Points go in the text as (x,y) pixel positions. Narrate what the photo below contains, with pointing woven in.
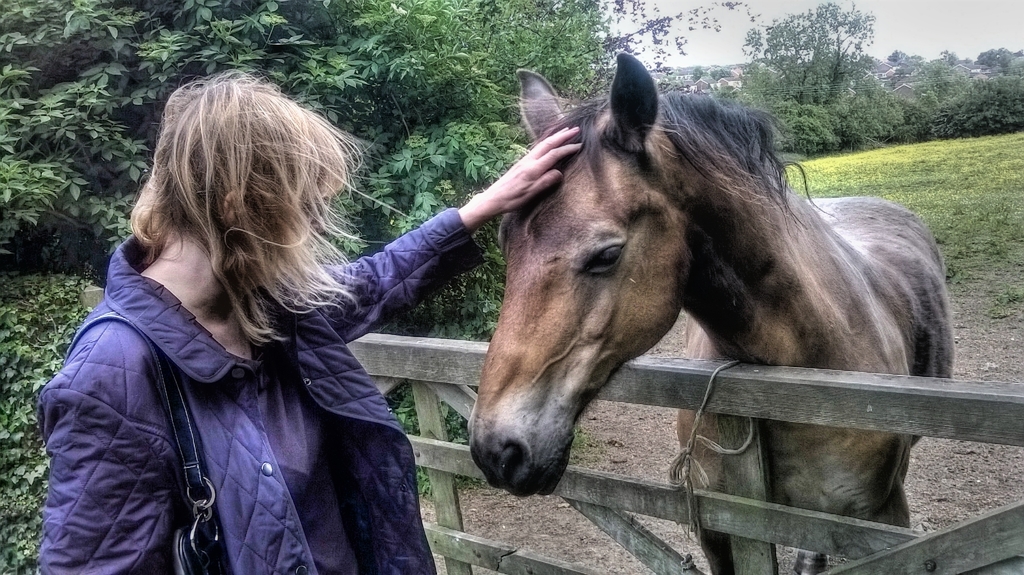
This is the women (283,502) wearing blue jerkin (210,430) and handbag (175,431). This is the horse (808,265). This looks like a wooden gate (766,510). At background (411,328) I can see trees (793,65) and this looks like a grass (961,152).
